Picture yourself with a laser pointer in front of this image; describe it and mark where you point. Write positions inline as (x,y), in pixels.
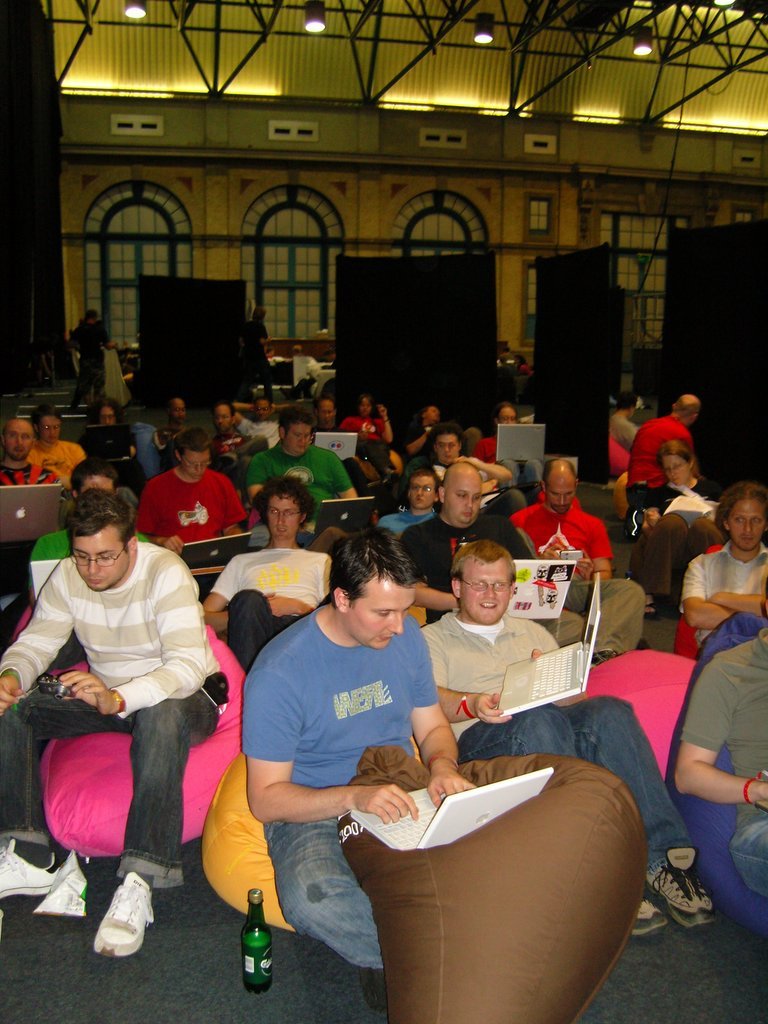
There are people (338,570) sitting in the foreground area of the image (423,616), some are having laptops (524,679). There are lamps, arches (309,265) and doors (309,265) in the background (295,247).
